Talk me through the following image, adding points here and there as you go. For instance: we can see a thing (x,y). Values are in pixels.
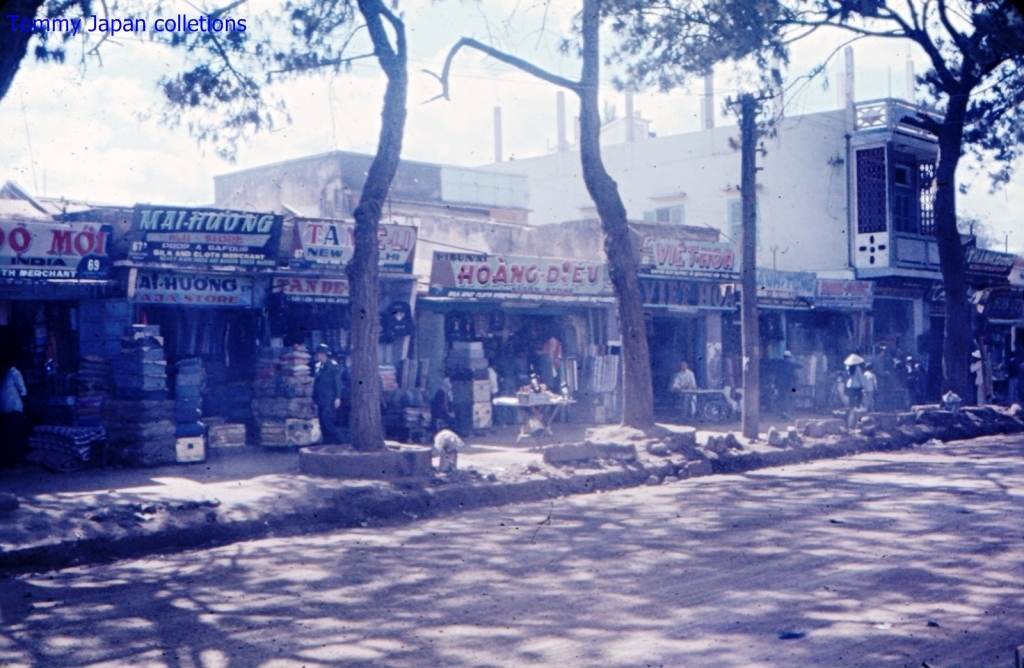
In this picture we can see the road (494,645), stones (728,444), trees (936,80), buildings (789,190), banners (84,256) and some objects (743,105) and in the background (261,131) we can see the sky (289,108).
